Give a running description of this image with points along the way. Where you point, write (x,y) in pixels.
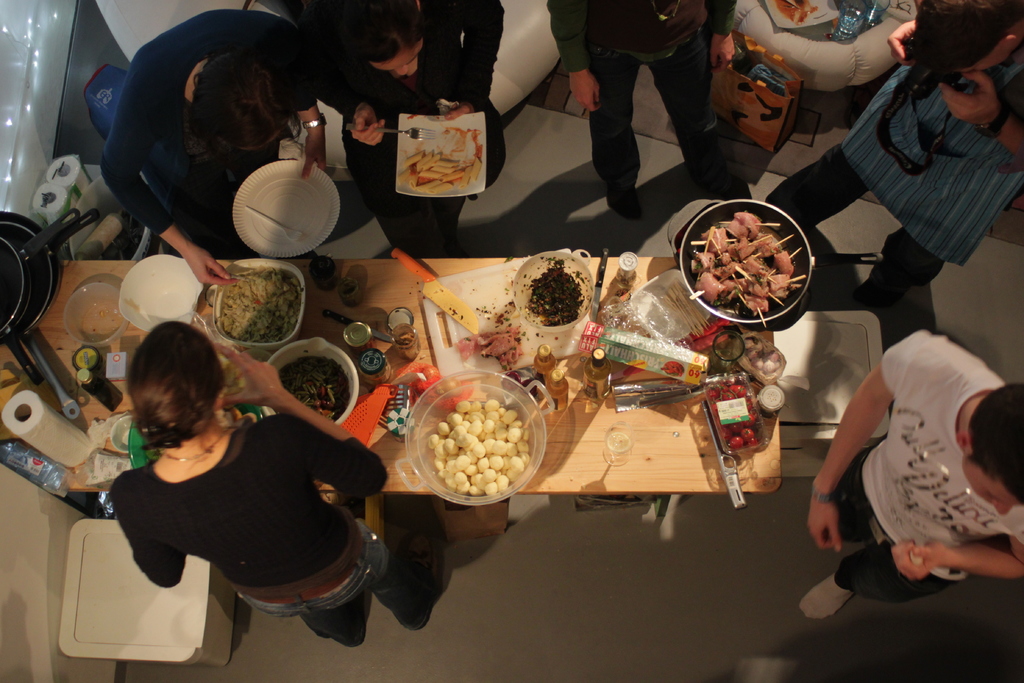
In this image I see few people (573,17) who are standing and I see that these 2 persons (246,132) are holding plates (323,173) in their hands (322,153) and I see this person (892,37) is holding a camera (939,68) in hands (954,103) and I see the table (503,358) on which there are number of food items (576,310) and I see the floor (592,182) and I see few utensils (39,255) over here.
